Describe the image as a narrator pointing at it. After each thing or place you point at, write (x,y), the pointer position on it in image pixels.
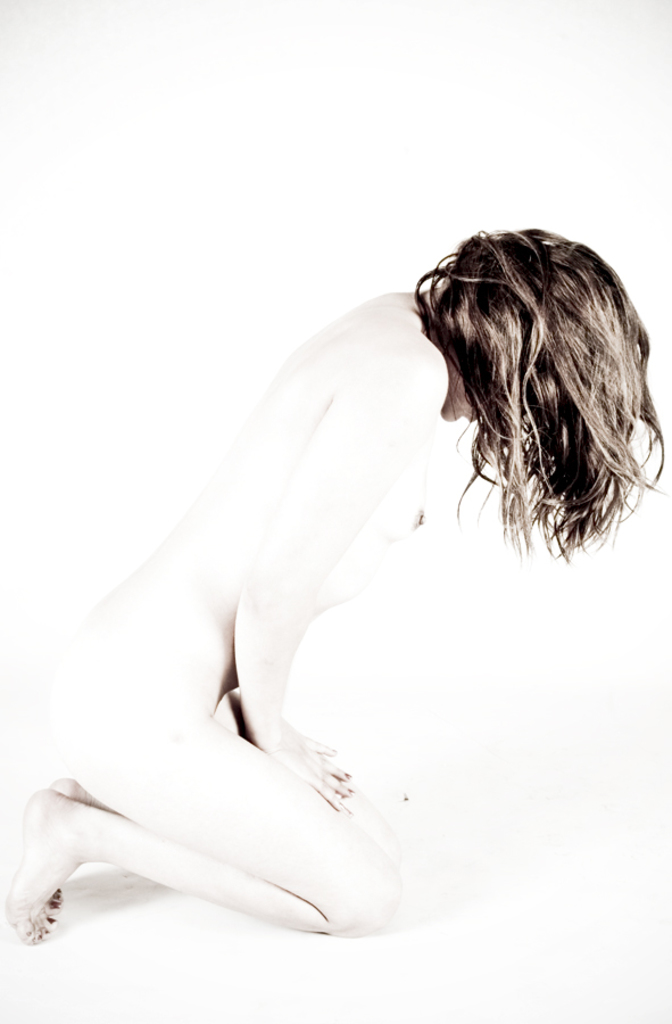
A picture of a woman (390,352). Background (490,568) it is in white color.
